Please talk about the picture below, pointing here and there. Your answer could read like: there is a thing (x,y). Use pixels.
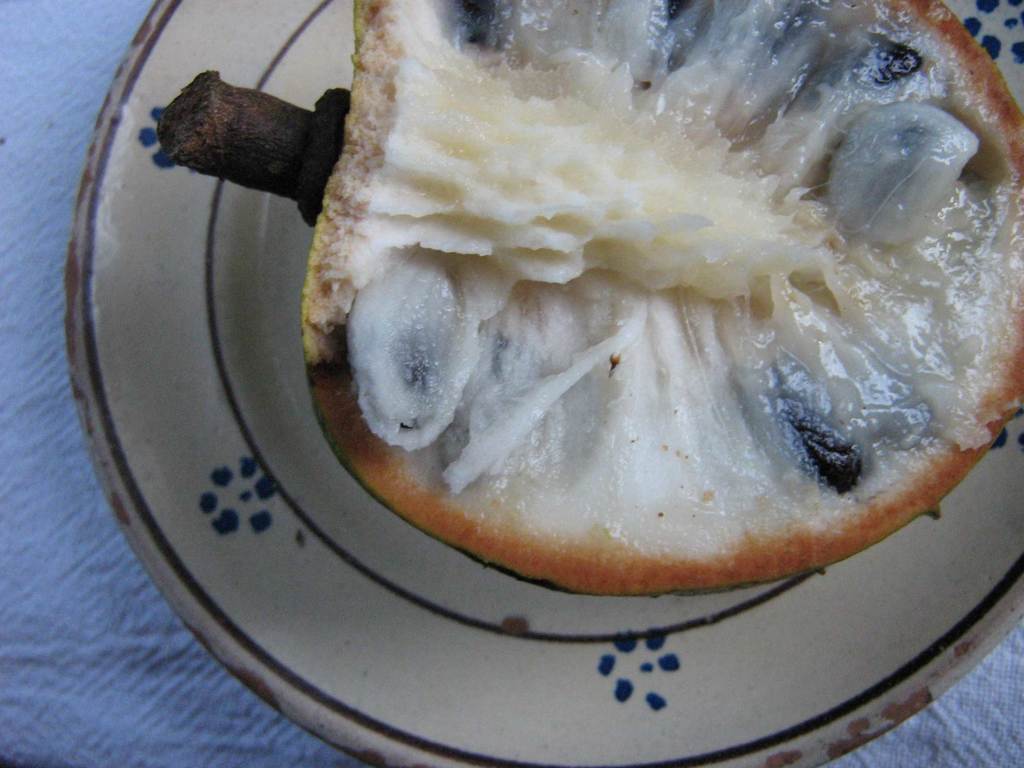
In this image we can see a fruit (587,414) with seeds (847,464) is placed on a plate (230,588).
